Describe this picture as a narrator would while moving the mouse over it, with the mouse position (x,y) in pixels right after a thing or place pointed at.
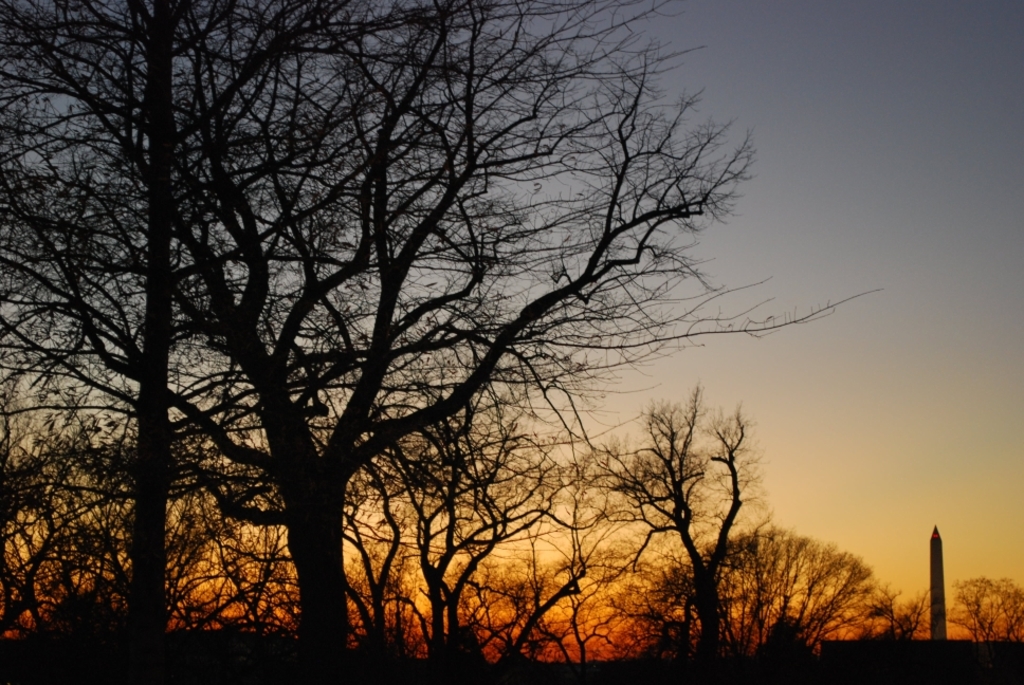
In the bottom right corner (938,559) we can see a tower (936,585). In the background of the image (487,596) we can see the trees (456,597). At the bottom of the image (637,584) we can see the sunset (570,621). At the top of the image (817,89) we can see the sky (1015,307).
